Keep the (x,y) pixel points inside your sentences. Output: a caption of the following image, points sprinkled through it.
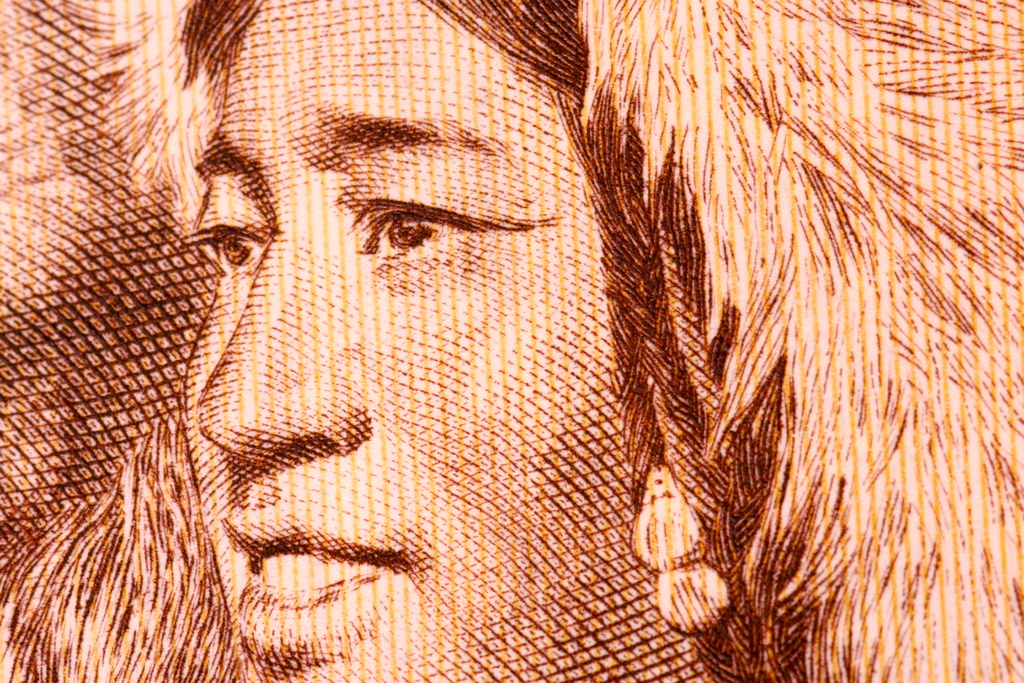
In the foreground of this edited image, there is a face (460,451) of a person (416,485).
